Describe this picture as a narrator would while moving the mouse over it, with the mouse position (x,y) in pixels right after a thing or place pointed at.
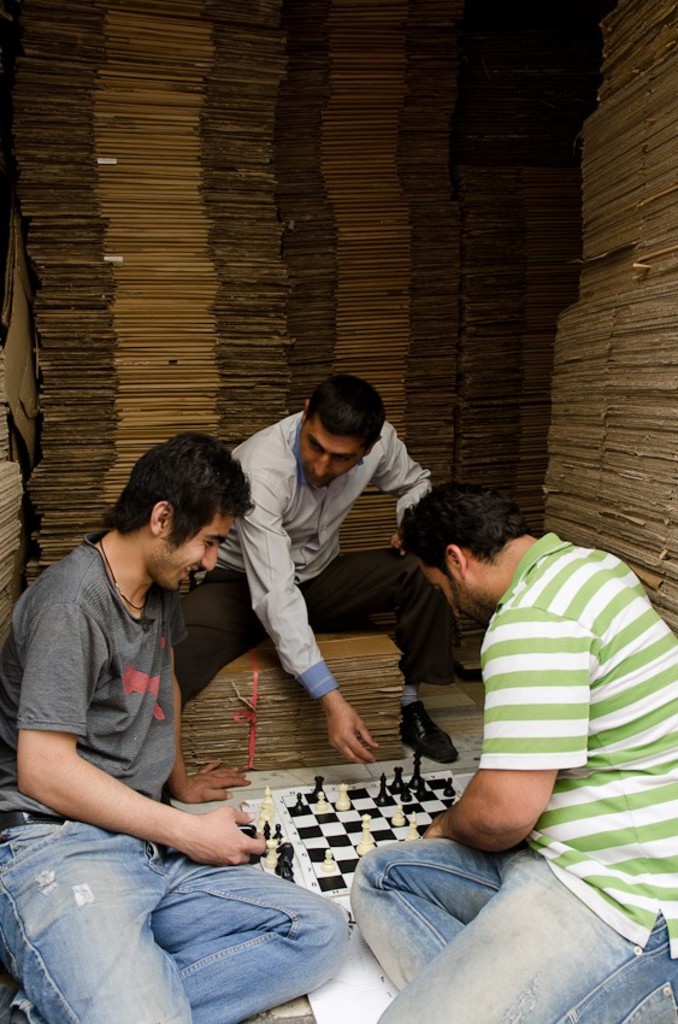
Here in this picture we can see a group of men (300,586) sitting over a place (321,634) and playing chess, as we can see chess board (354,804) present in the middle of them and the person (305,889) on the left side (224,1003) is smiling.
